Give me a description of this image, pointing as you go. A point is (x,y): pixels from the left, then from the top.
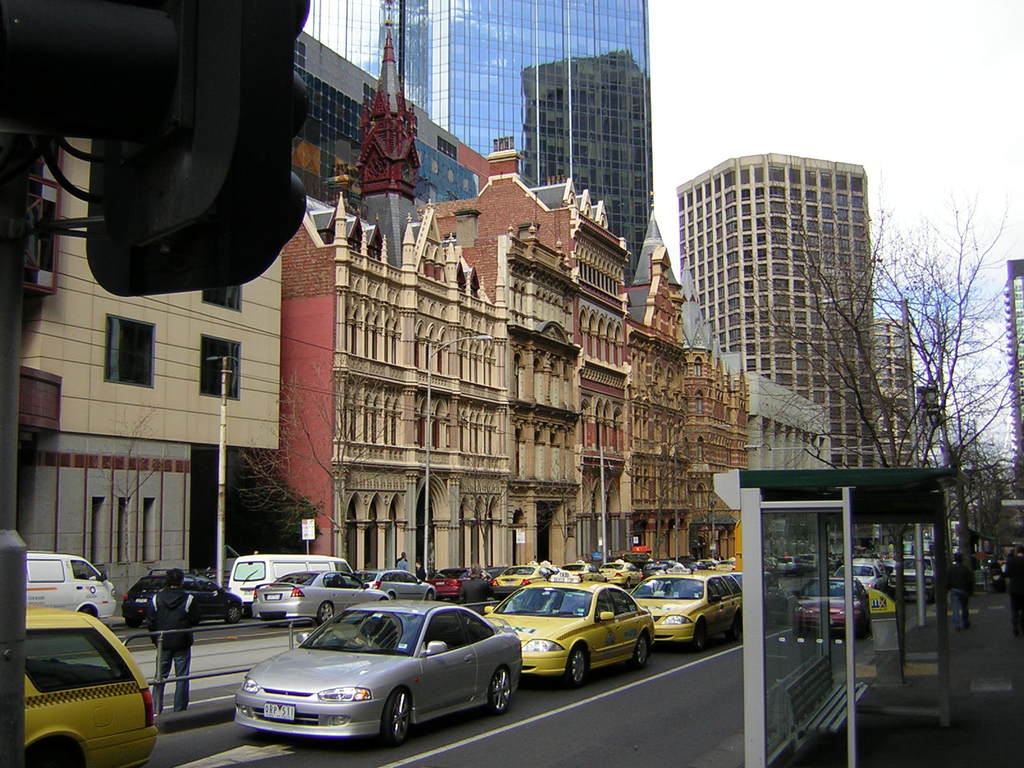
In this image, I can see the cars (349,588) on the road (677,708). These are the buildings (606,308) and skyscrapers (712,322). I can see the poles (909,431). This looks like a bus bay (879,481) with a bench (865,695). I can see a person (181,634) standing. I think this is a traffic signal (285,172), which is black in color. These are the trees (984,478) with branches (979,464).
